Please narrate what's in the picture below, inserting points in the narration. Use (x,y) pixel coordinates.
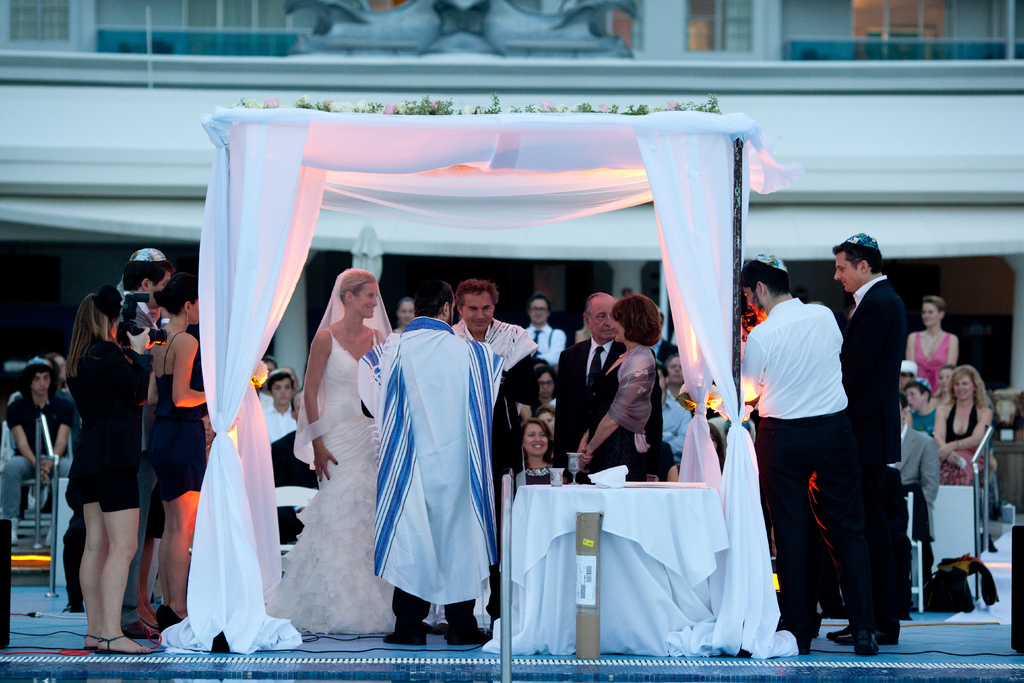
In the center of the image (432,414) there are people (434,493) standing. At the bottom (571,496) there is a table (547,546) and we can see a glass (556,483) placed on the table (648,494). There are decors (554,122). In the background (946,423) there are people (19,421) sitting and we can see a building (377,90).
